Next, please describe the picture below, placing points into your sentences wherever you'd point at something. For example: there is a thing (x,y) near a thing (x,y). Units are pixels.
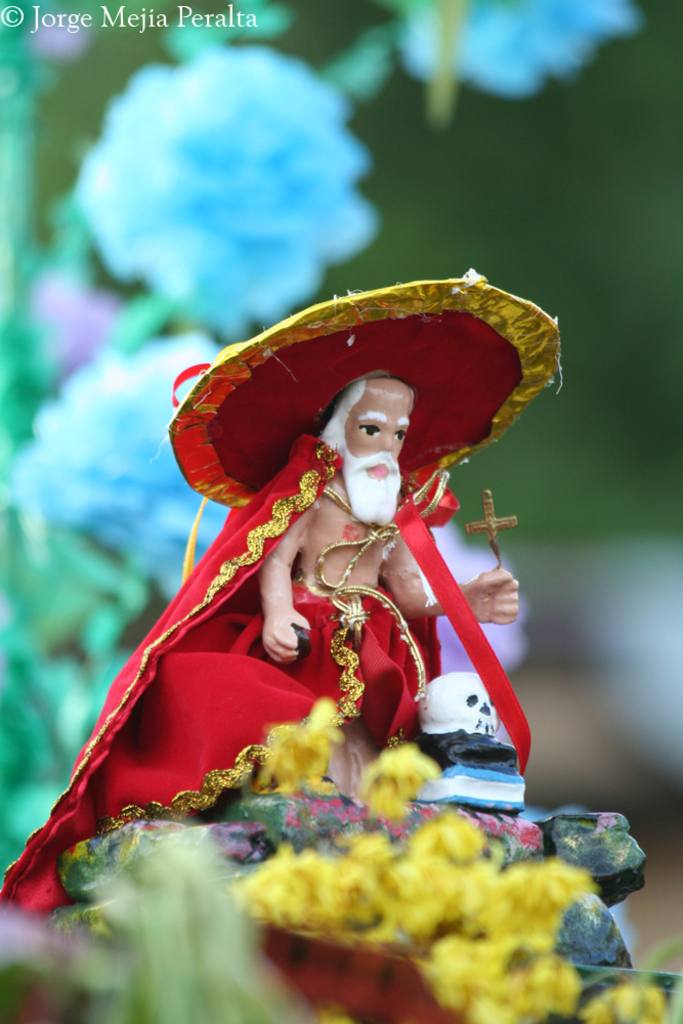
In this image there is a toy of an old man (314,614), he is holding an object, there is a skull (467,692), there are objects (295,954) towards the bottom of the image (297,984), there are flowers (314,128), there is text (200,21) towards the top of the image (194,11), the background of the image (358,48) is blurred.
